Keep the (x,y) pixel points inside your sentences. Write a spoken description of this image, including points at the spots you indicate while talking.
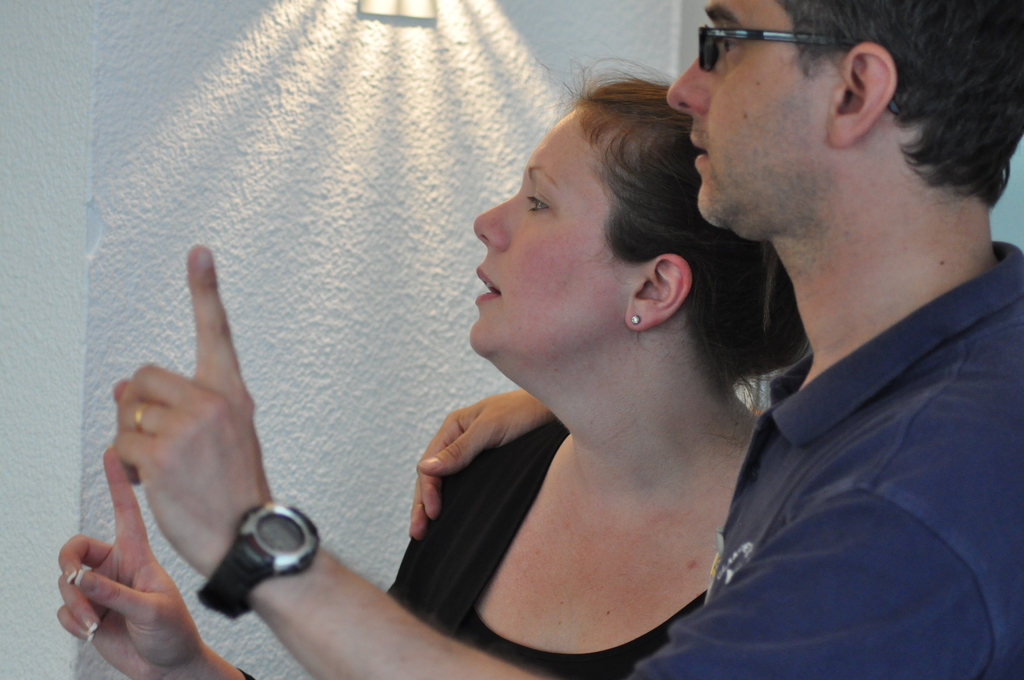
There is a man (940,368) in a t-shirt (929,500), holding shoulder (464,483) of a woman (520,324) who is standing near him, near white wall (294,231).
